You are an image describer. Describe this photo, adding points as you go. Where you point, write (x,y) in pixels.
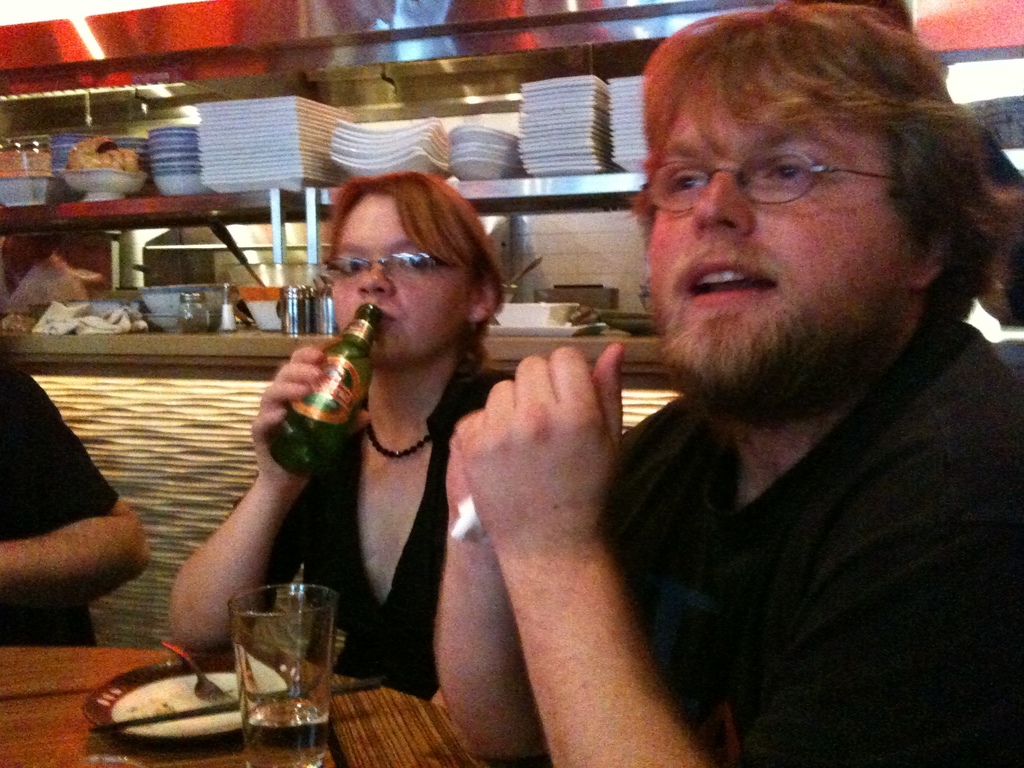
In this image we can see two persons (866,287) and among them a person (410,332) is holding a bottle (366,351). On the left side (32,610) we can see a person (2,601) truncated. Behind the persons (454,376) we can see a group of objects (284,310) in the shelves (530,186). At the bottom (162,743) we can see few objects (251,694) on a surface (30,691).
